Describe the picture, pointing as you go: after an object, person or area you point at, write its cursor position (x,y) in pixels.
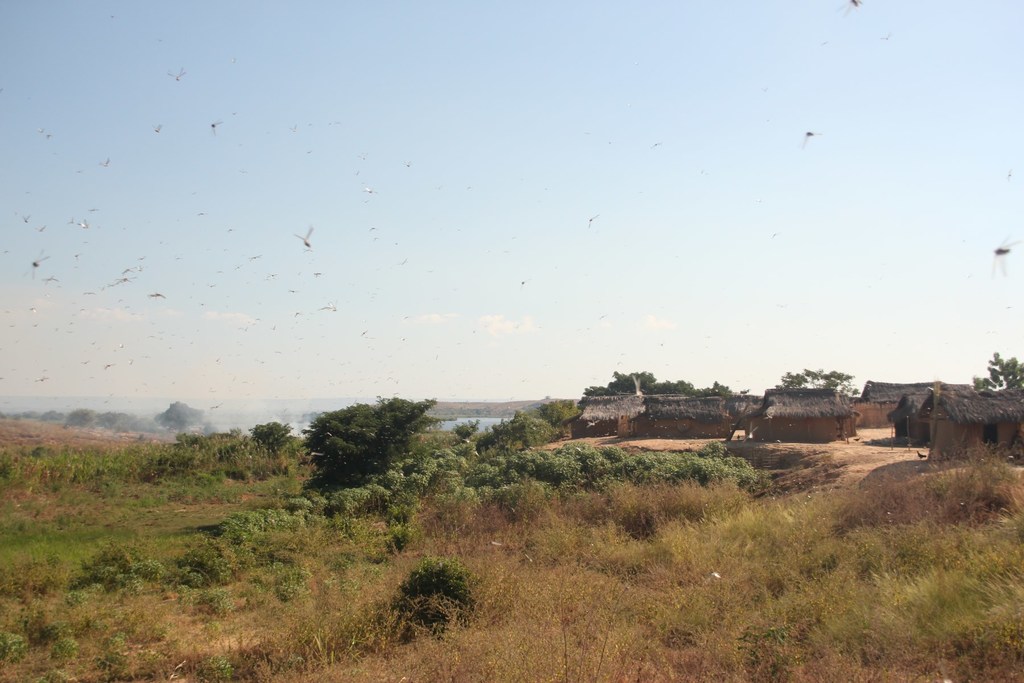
This picture shows huts (672,415) and trees (328,481) and we see grass (55,465) on the ground (354,623) and we see flies (296,293) and few plants (444,499) and we see a blue cloudy sky (479,286).
